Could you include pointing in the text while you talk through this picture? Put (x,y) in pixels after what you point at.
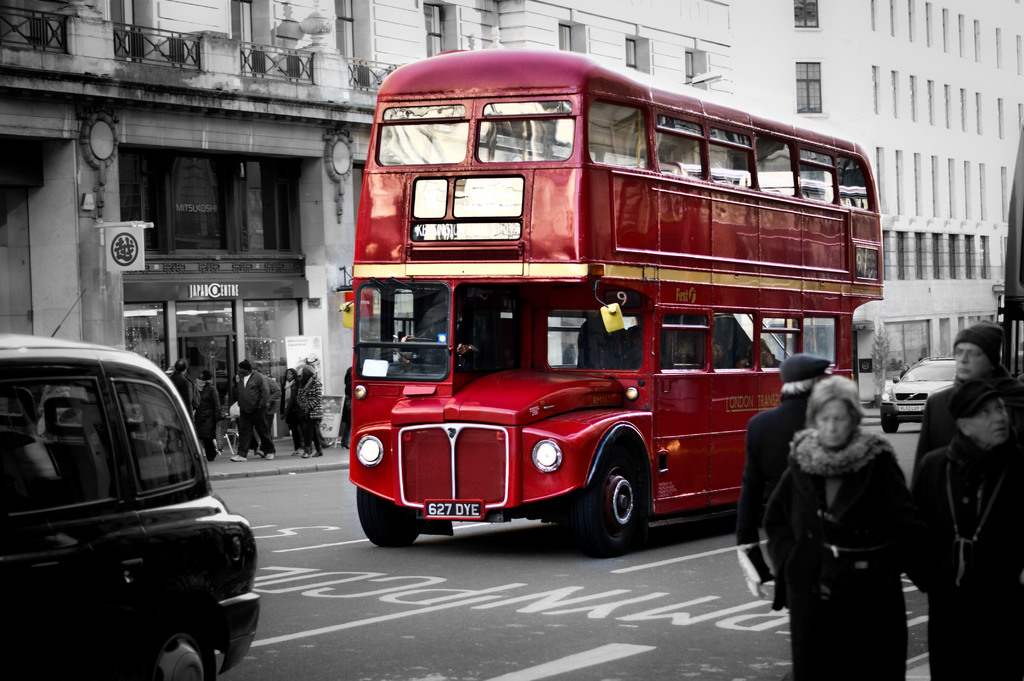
In the picture I can see red color double Decker bus (597,358) is moving on the road (361,541) and the rest of the image is in black and white, where we can see a few more vehicles (82,559) moving on the road (468,596), we can see people (784,533) walking on the sidewalk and I can see buildings (836,64), light poles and boards (117,241) in the background (262,268).
